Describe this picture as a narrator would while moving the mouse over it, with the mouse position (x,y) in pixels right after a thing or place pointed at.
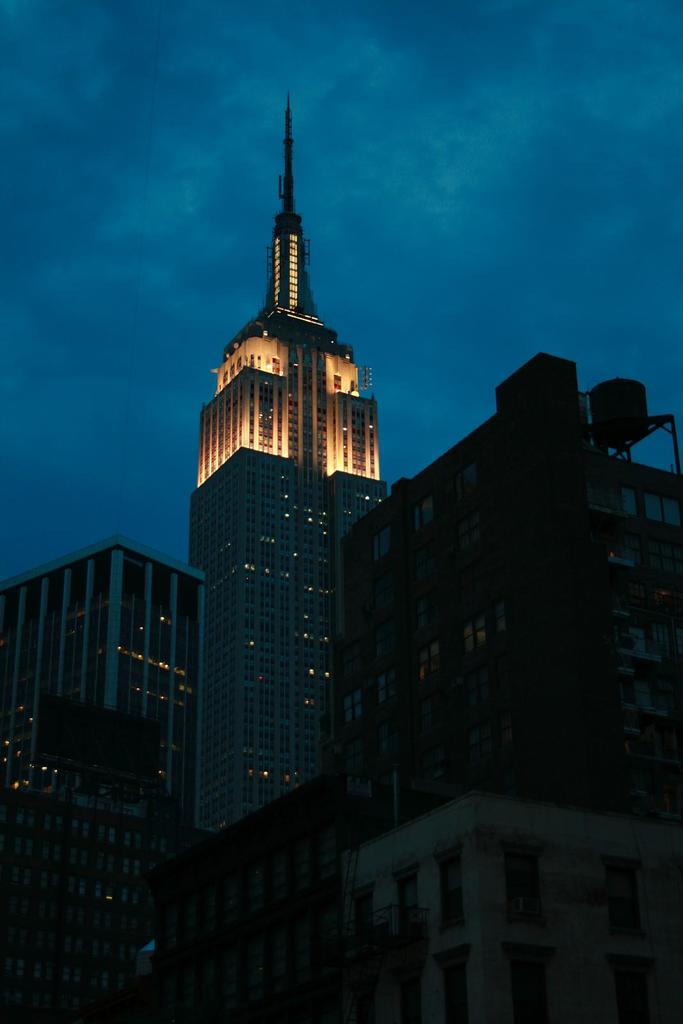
This image is taken during the night time. In this image we can see the buildings (269,695). We can also see the lights (290,395). In the background (104,185) we can see the sky (37,314).
